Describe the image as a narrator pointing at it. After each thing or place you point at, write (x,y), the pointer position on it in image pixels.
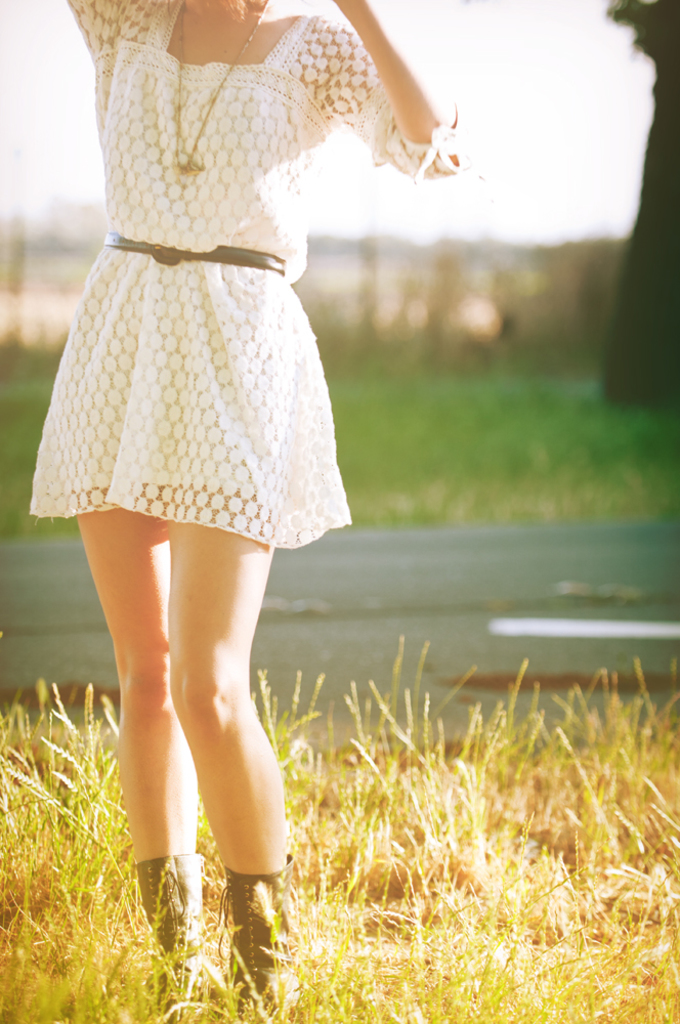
In this image, we can see a girl (215,333) who is wearing a white dress (183,196) and she is also wearing a chain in her neck (251,23) and she is wearing boots (260,876) and standing in the grass (44,986) and there is also a road (636,653), behind the road (8,602) there is grass (370,396) which is green in color.
